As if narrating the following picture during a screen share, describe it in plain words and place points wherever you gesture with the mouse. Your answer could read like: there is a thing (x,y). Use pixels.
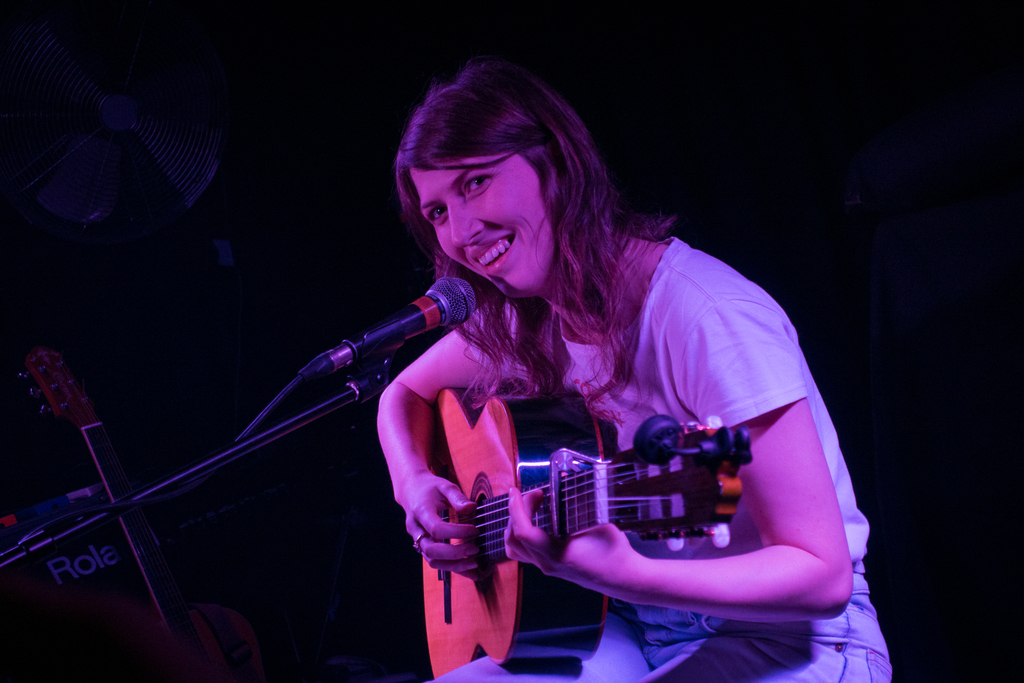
In this picture we can see woman (536,387) holding guitar (584,425) in her hand (434,493) and playing it and singing on mic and in the background (131,198) it is dark and one more guitar (95,437).
